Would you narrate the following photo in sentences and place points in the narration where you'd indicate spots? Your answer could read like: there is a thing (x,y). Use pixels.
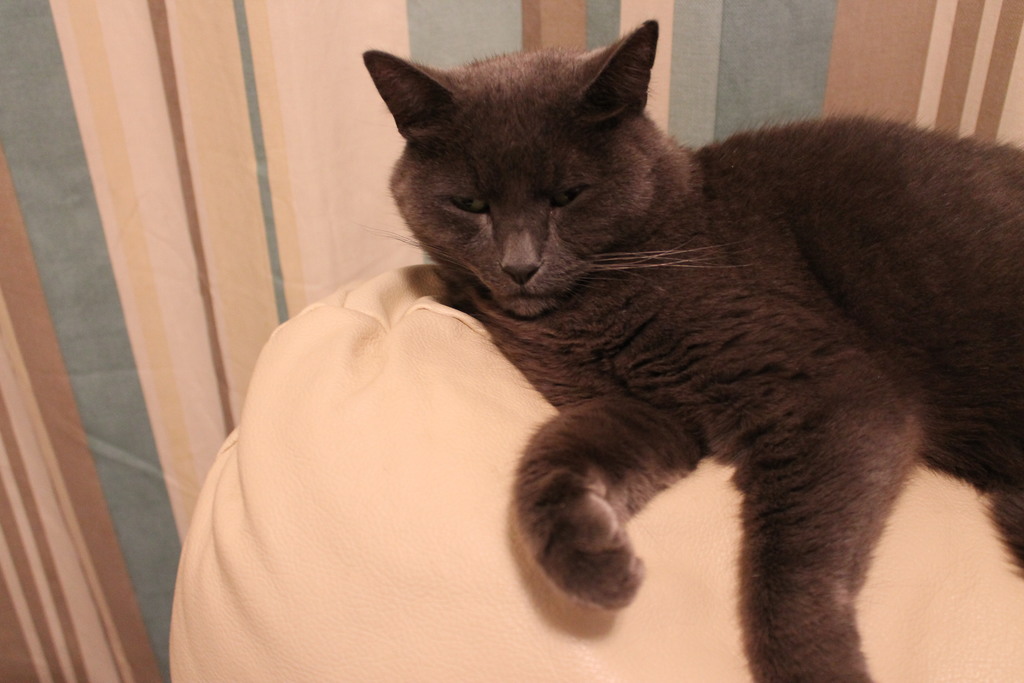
In the picture we can see a cat (742,433) sleeping on the pillow (428,444) and the cat (930,268) is black in color and behind it we can see a curtain (23,532).
